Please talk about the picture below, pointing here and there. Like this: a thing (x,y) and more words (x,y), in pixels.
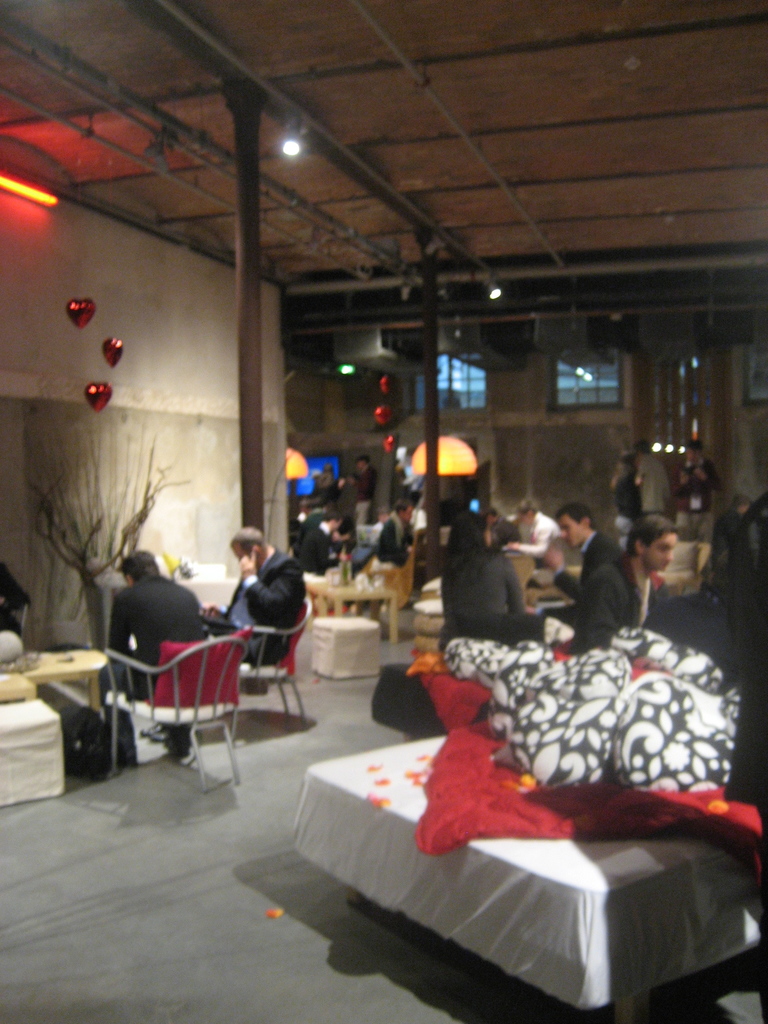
This image is clicked inside a restaurant (596,450). There are many people (2,586) sitting in this image. To the left (92,445), there is a wall (177,417) and plant (116,479). At the top (426,104), there is a roof (364,133). To the right (527,826), there is a bed (522,854) along with pillows (533,767). At the bottom (149,933), there is a floor (148,931).
